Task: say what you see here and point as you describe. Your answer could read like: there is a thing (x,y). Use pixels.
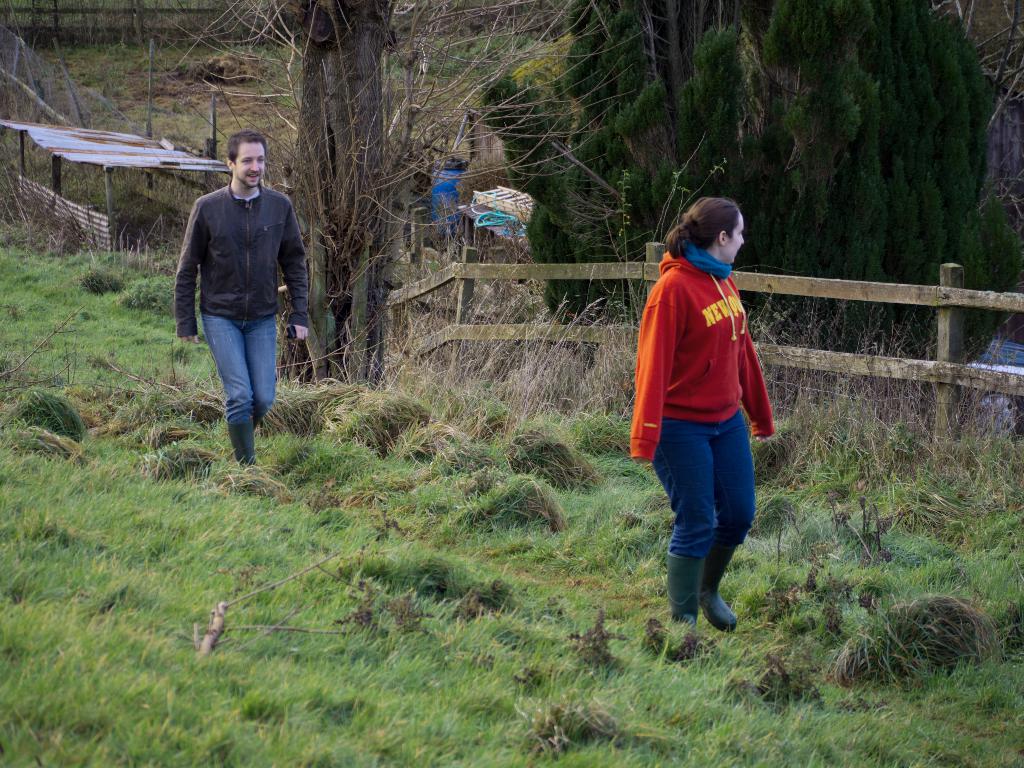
In this picture we can see two people (181,276) walking on the grass (203,428) and in the background (384,208) we can see a shelter (118,151), fences (420,237), trees (515,105) and some objects (476,195).
